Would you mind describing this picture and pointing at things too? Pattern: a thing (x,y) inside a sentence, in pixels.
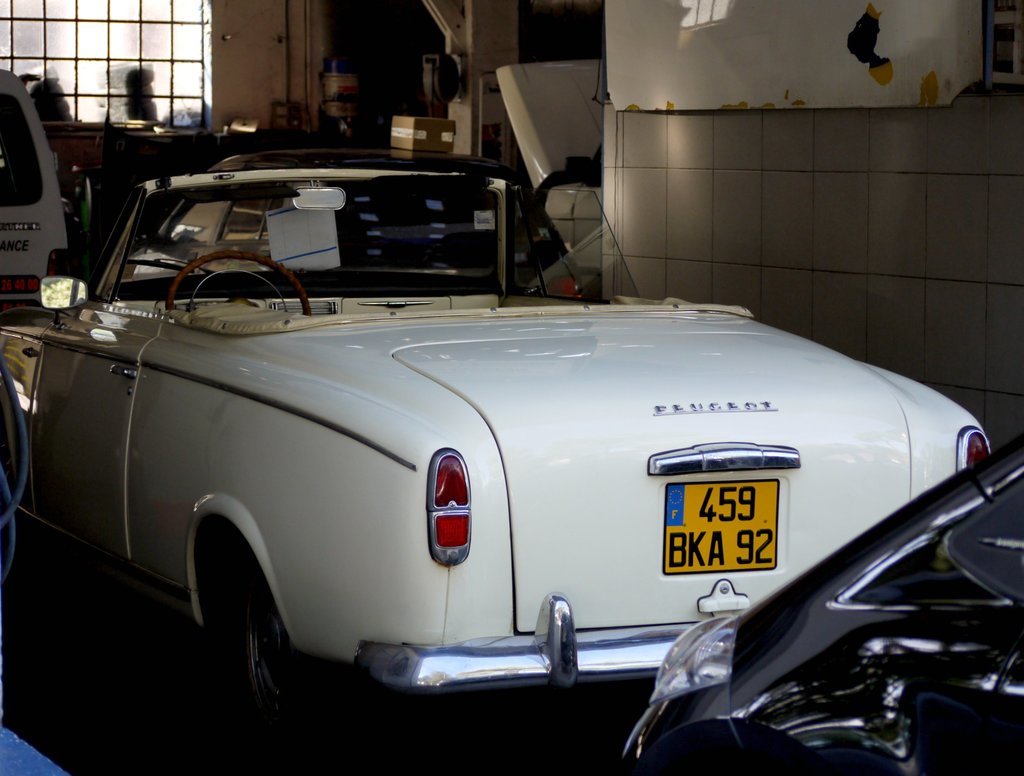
In this picture there are vehicles (377,489) and there is text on the vehicle (670,419). At the back (892,306) there are tiles (768,138) on the wall (892,251) and there is a window (164,60) and there are objects (73,109) behind the window (80,58) and there are objects (496,131) and there is a cardboard box (405,134). On the left side of the image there is a pipe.
